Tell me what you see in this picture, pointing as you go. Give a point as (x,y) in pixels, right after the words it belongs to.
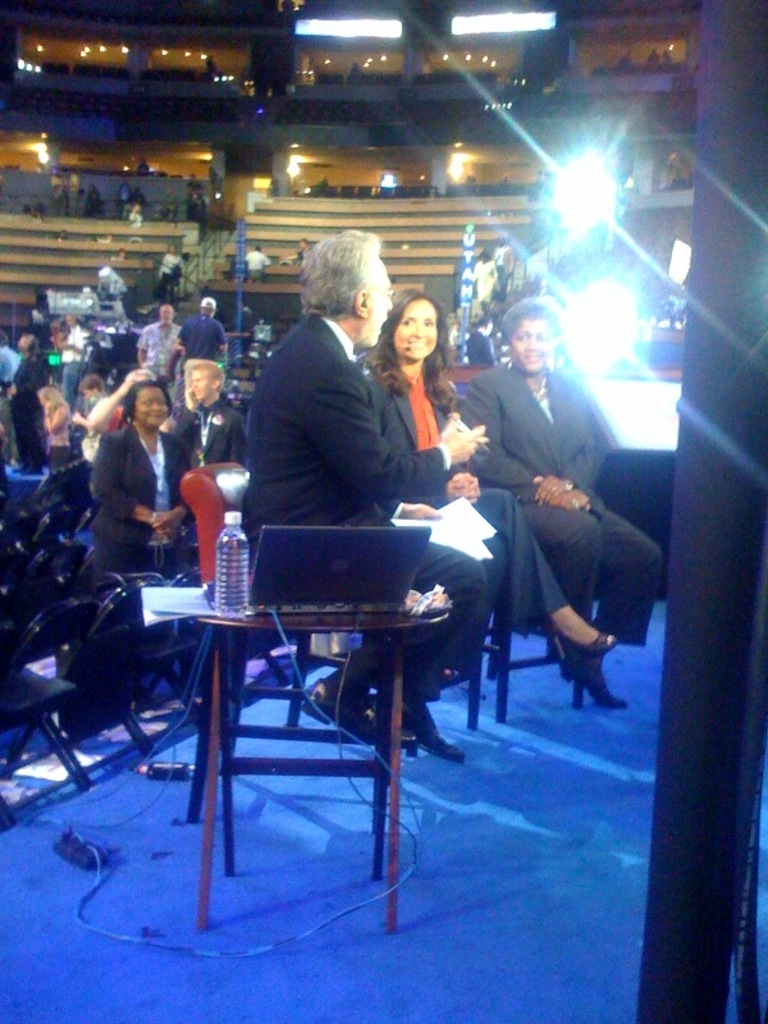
There are three people (436,442) sitting on the chair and on the stool (246,617) there is a laptop (273,583), papers (193,601) and water bottle (231,572). In the background (149,375) there are group of people (144,350) and we can see steps (249,228) and lights (564,171).
